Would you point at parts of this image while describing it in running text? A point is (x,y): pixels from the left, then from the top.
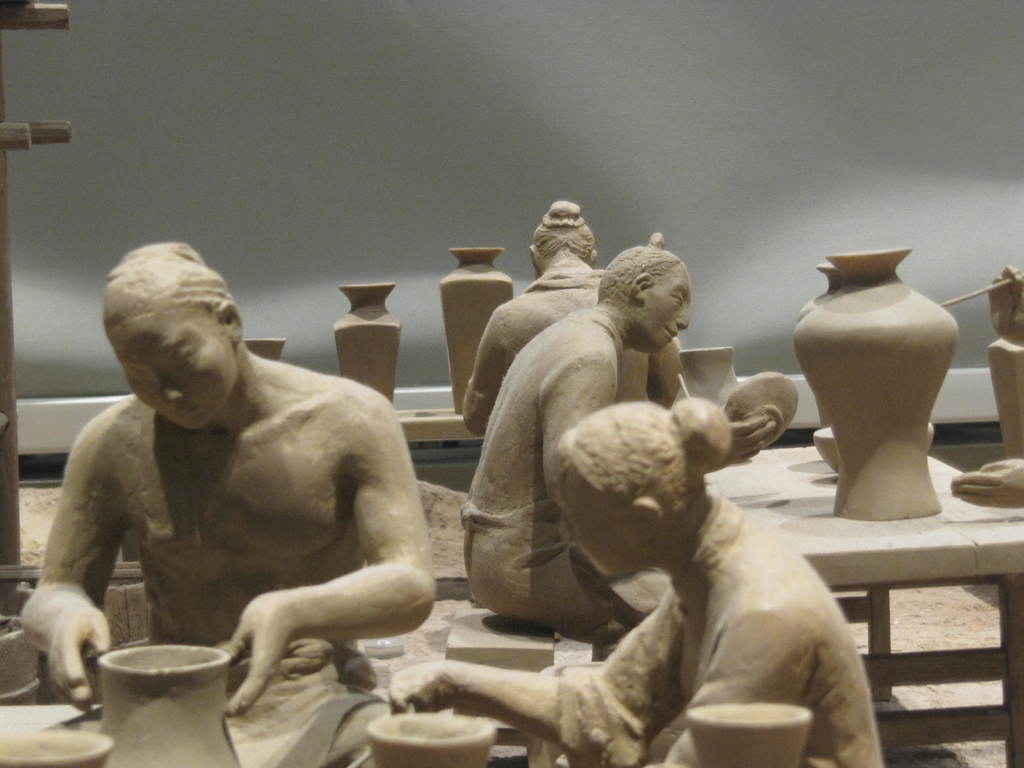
The picture consists of statues (644,412) in a closed room (759,274) and at the left corner of the picture (286,531) the statues (288,485) are in a sitting position in front of the table (805,496) and there are big pots (804,362) and plates (778,434) on the tables (868,522), behind the statues (413,496) there is a white wall (909,79).
